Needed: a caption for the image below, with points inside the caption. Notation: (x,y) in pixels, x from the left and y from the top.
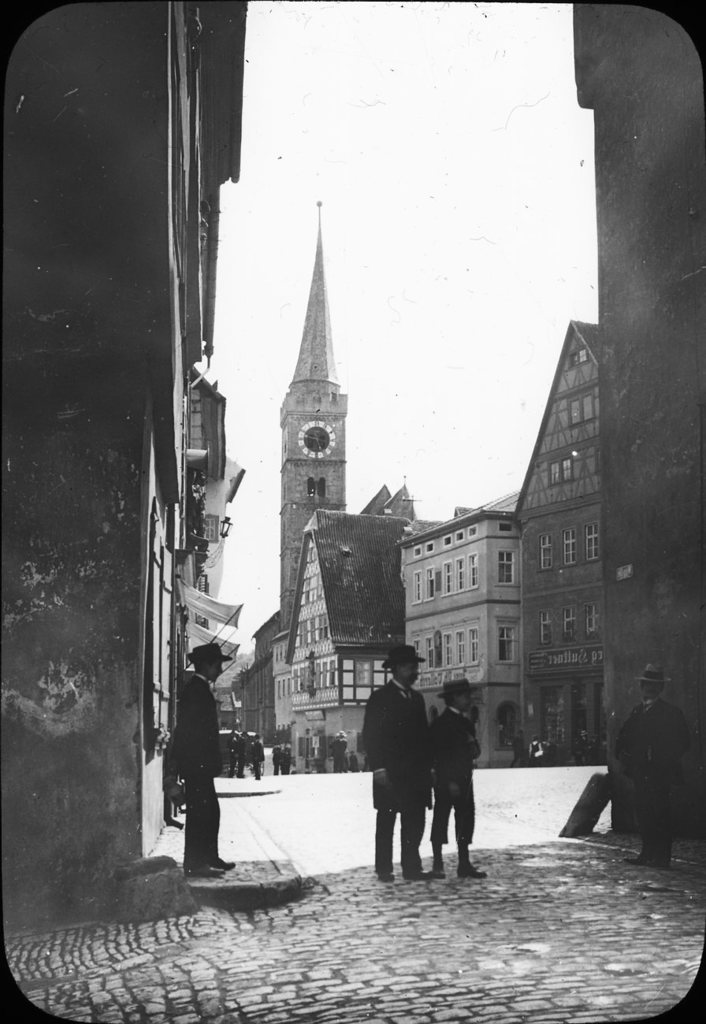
This is a black and white image. Here I can see four people (385,758) are standing on the ground (399,929). In the background (280,769), I can see few people (283,745) are walking on the road (260,792). In the background (370,543) there are many buildings (337,446). At the top (425,121) I can see the sky (447,78).
